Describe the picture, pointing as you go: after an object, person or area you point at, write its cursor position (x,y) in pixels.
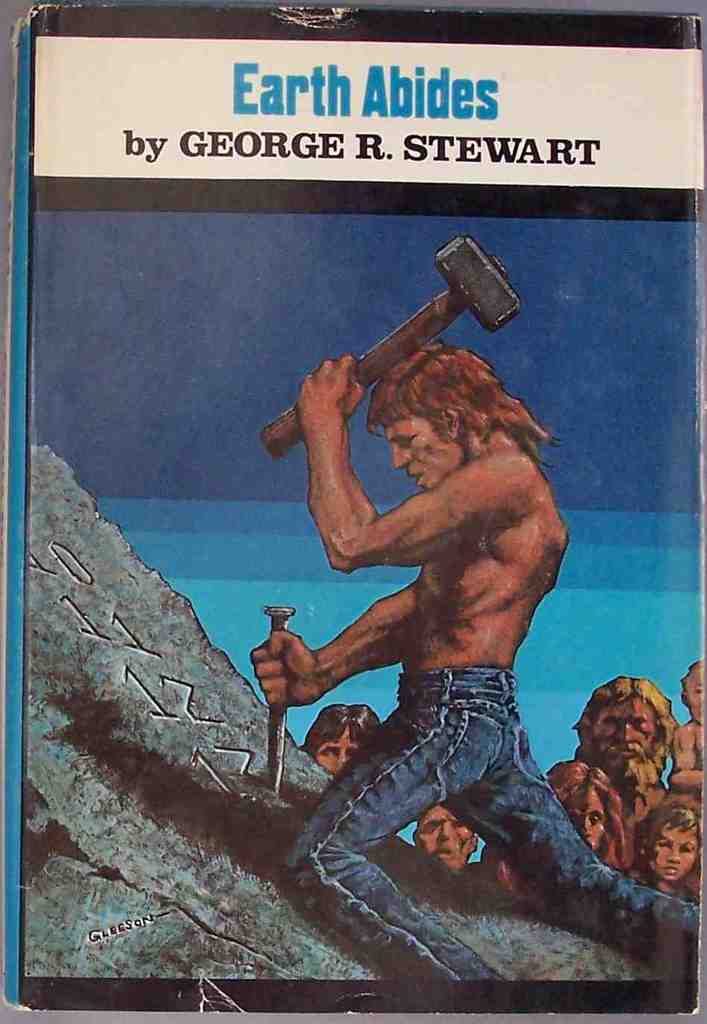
In this picture we can see an object (79,982) seems to be the book (16,55) on which we can see the picture of a person (442,666) holding a hammer (432,330) and an object (282,764) and seems to be chiseling the stone (165,754). In the background (645,701) we can see the group of persons (601,756) and some other objects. At the top (408,135) we can see the text (406,79).
